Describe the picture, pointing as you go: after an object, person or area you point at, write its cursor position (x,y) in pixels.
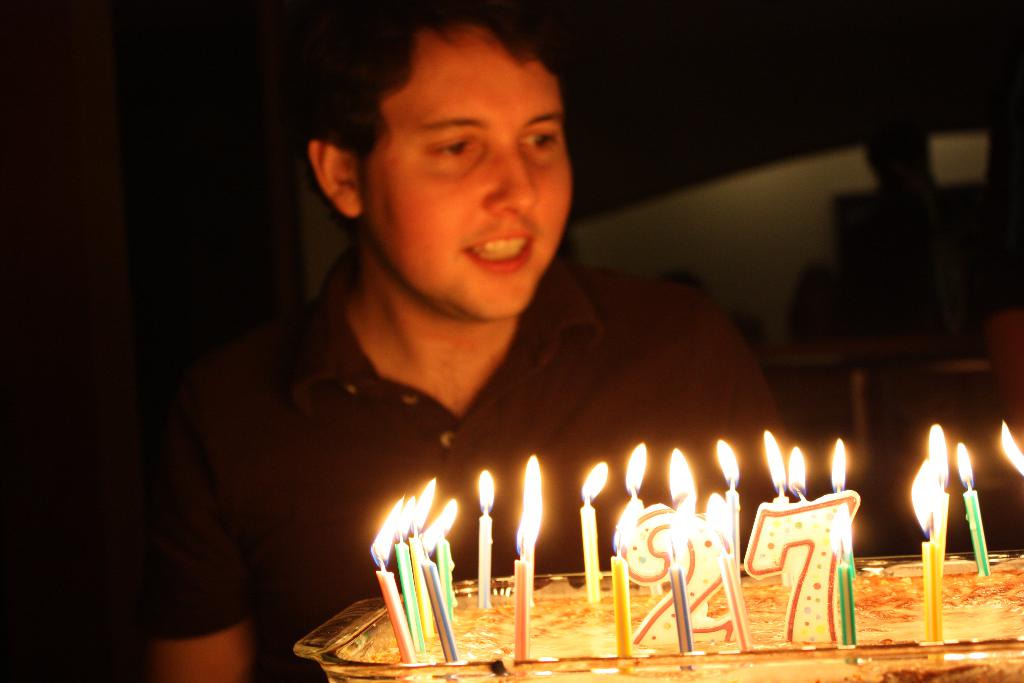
In the image there is a tray (322,629) with cake (583,602). Inside the tray (467,612) there are candles (849,599). Behind the tray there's a man (347,383) with black t-shirt (288,440).
